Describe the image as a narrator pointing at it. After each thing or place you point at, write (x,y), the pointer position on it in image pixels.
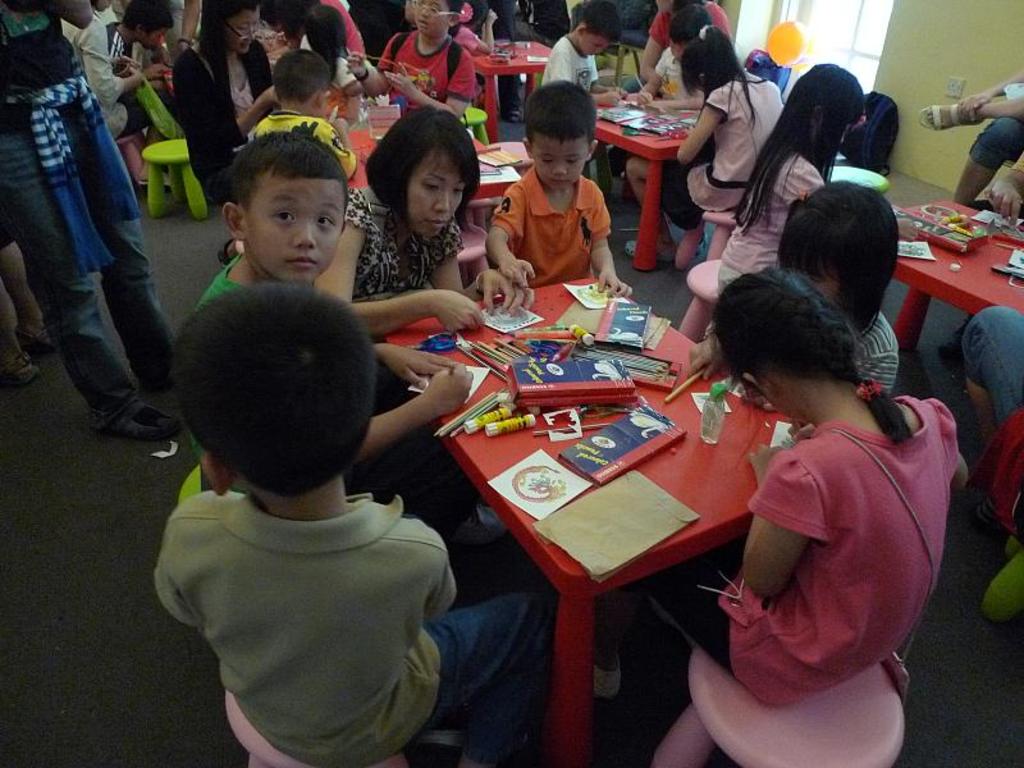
A group of people (285,234) are sitting around the table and playing with the drawing instruments (584,365).
